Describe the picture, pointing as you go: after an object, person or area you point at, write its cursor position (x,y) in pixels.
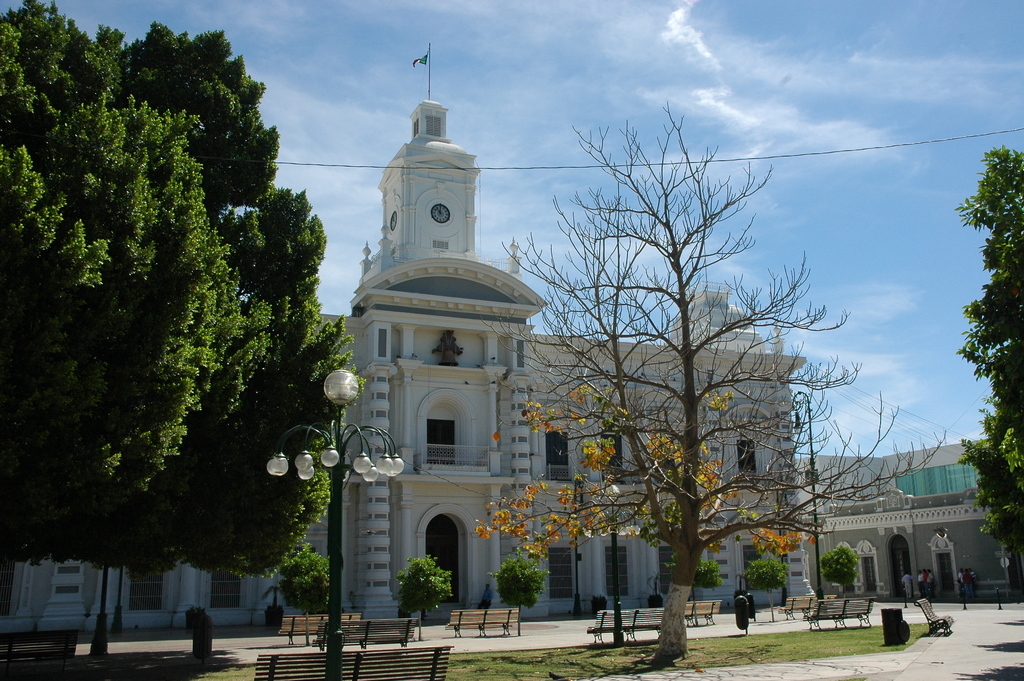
In this picture we can see light poles (611,576), benches (279,667), bins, grass (575,651), trees (580,478), buildings (483,586), windows (940,562), flag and some people (932,575) standing on the ground (985,631) and in the background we can see the sky (657,123).
